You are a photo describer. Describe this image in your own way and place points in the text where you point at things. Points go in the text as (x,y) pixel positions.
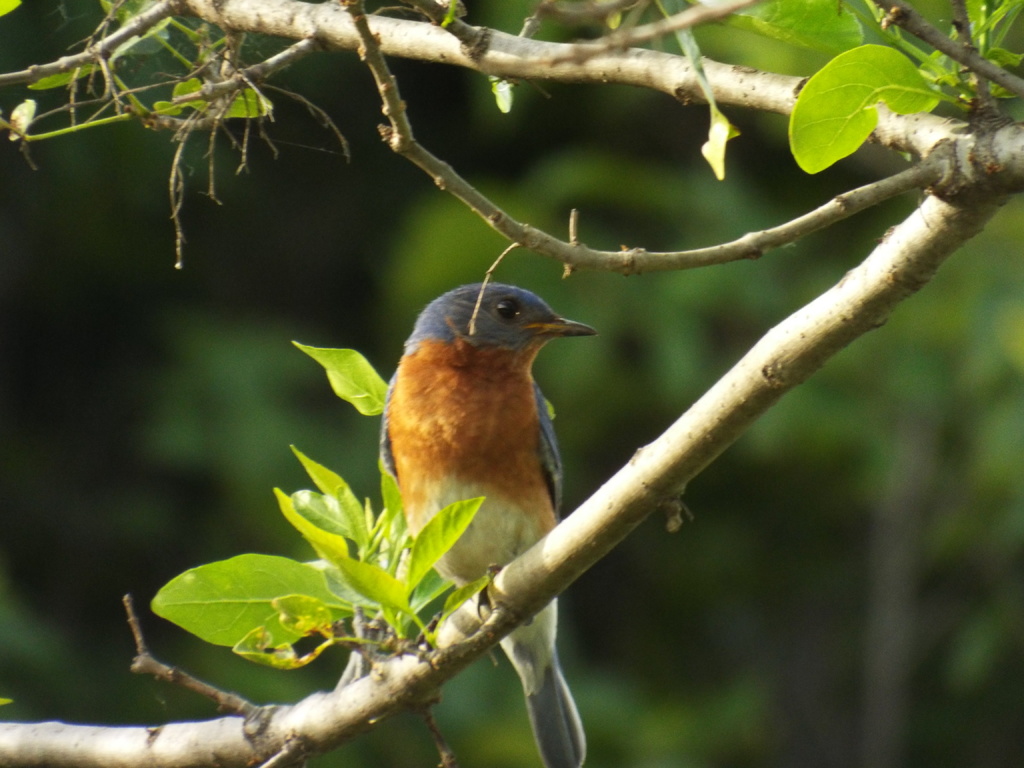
In this picture I can see branches (964,135), leaves (313,583), there is a bird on the branch (479,637), and there is blur background (422,253).
